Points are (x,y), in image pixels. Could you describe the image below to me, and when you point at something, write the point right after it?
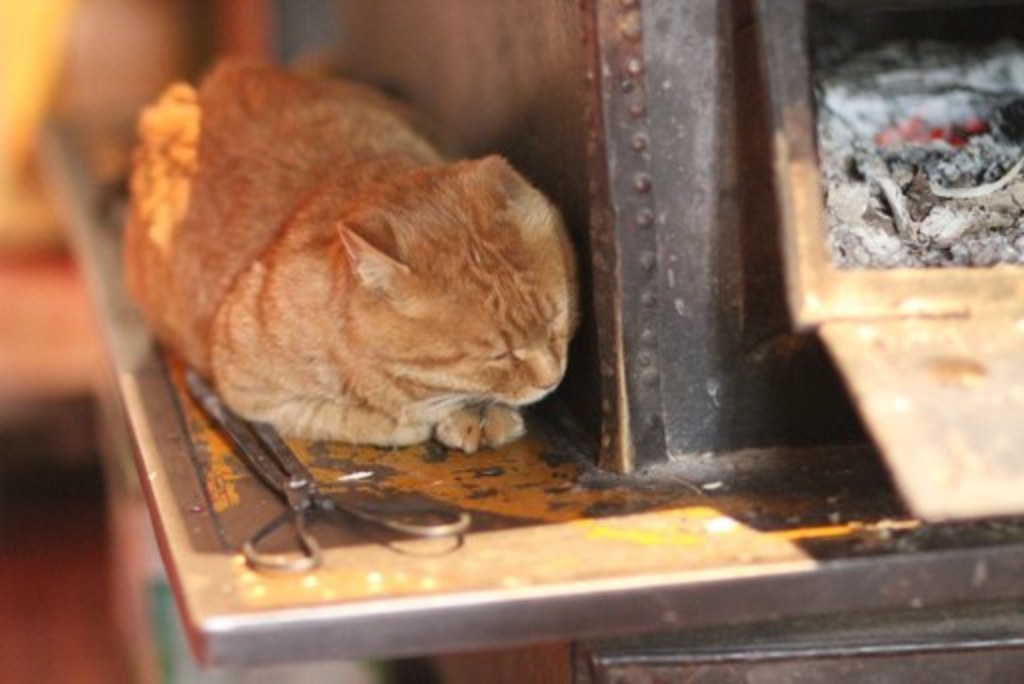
In this image I see a cat (297,182) over here which is of cream and brown in color and I see a scissor (337,504) over here and I see the ash (847,172) which is of white and black in color and I see that it is blurred in the background (114,163).
